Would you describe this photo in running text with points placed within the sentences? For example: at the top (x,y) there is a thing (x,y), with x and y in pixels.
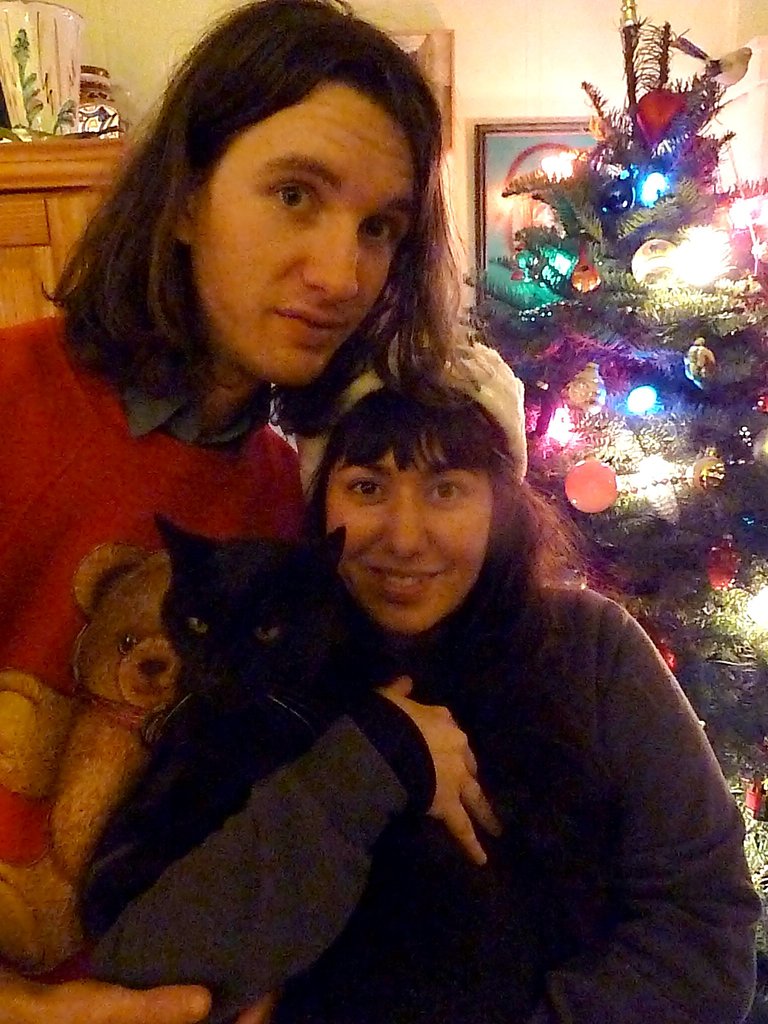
In this image there is a man (234,464), woman (644,1002) and a cat (328,709) and the back ground (501,240) there is a christmas tree (614,205), frame (508,209) attached to a wall (669,8), and a wooden cupboard (5,229).
